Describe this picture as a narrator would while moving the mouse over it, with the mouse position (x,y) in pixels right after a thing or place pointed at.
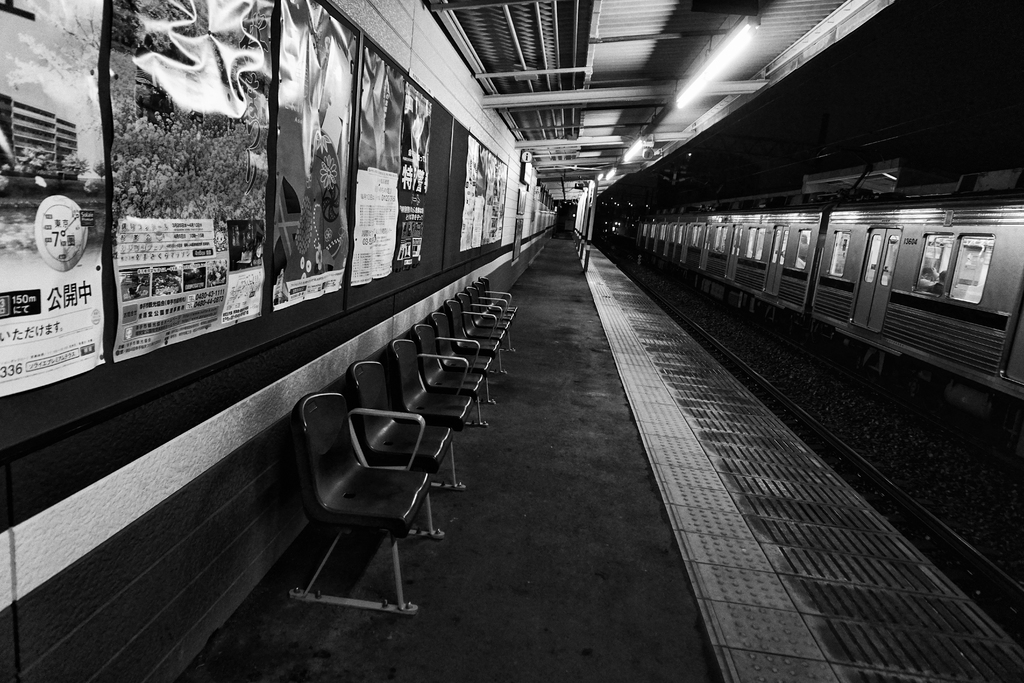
In the image I can see a railway station (685,305) in which there is a train (822,310) on the track (858,429) and also I can see some chairs (364,405) and banners (60,380) to the wall (101,501).
